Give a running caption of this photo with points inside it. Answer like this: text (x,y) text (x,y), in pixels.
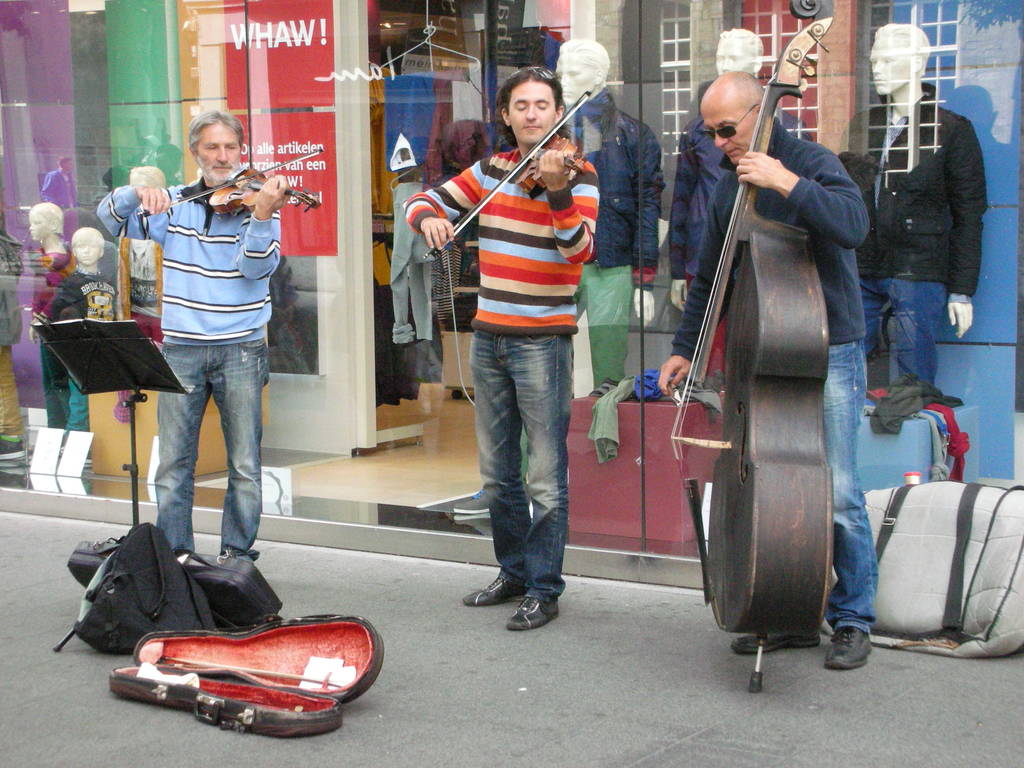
This picture is taken outside a city (287,226). On the right (813,217) there is a person (821,248) standing and playing a musical instrument (749,431). In the center (491,274) a man (488,316) is standing and playing violin (528,181). On the left (252,437) a person (219,390) standing and playing violin (251,187). On the left (85,343) there are backpacks (155,573), stand (131,430) and a box (230,672). In the background (353,58) there is a store (508,49) and mannequins (735,55).
